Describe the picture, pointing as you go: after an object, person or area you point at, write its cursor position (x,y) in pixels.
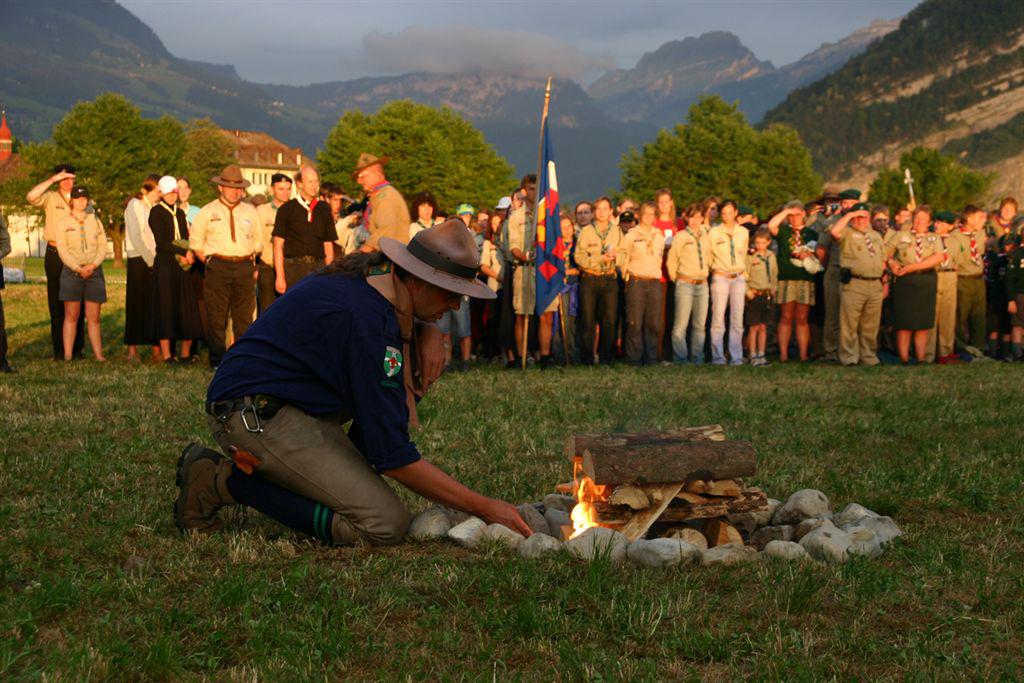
In this image we can see few people (646,261) standing on the ground (496,410), a person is holding flags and a person (370,433) is lighting the fire (591,516) to the wooden sticks (679,490) and there are stones (534,507) around the sticks (603,521), there are few trees (770,172), a building (283,166) and the sky (376,41) in the background (473,41).
